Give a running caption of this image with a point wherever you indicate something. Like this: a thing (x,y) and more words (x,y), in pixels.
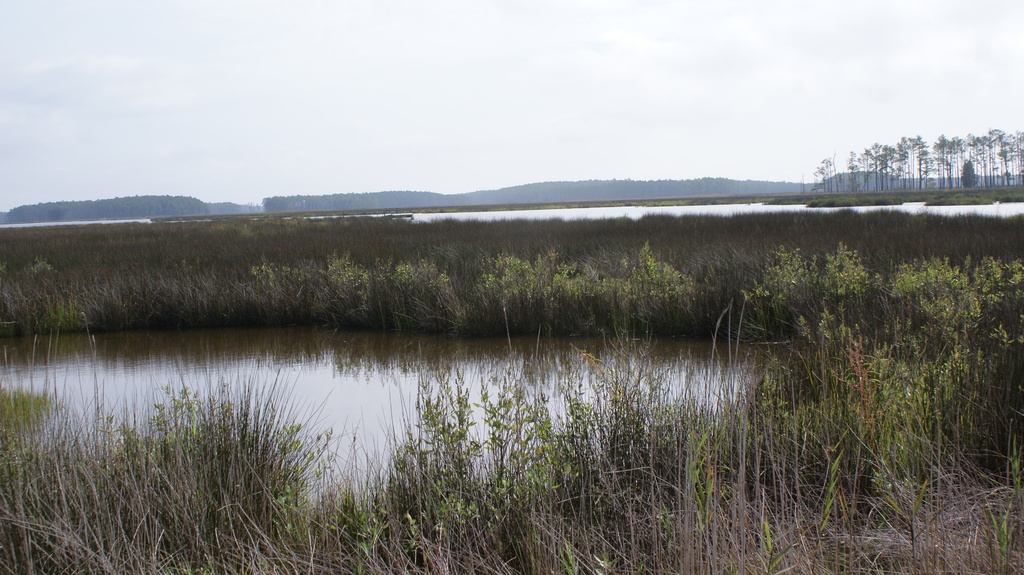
In this image there is a grass (699,262) and water surface (426,344), in the background (305,199) there are trees (64,210) and the sky (447,179).
